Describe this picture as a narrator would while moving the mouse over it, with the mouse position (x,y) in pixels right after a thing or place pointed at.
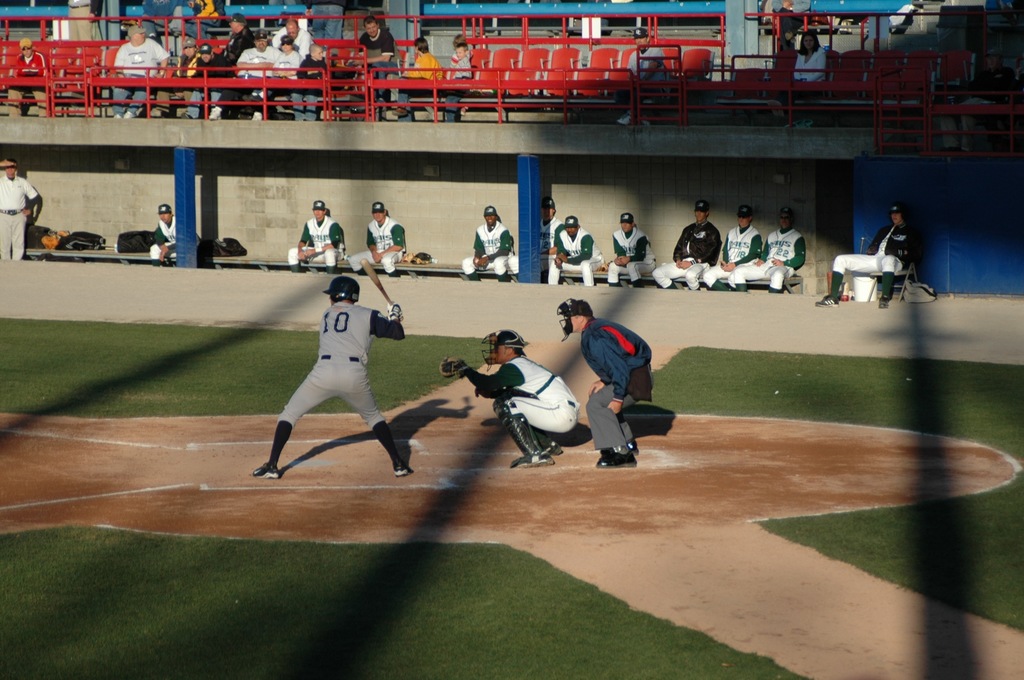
In this image, we can see few people (700,265). Few are sitting and standing. In the middle of the image (647,395), we can see three people (333,338) are on the ground (238,506). Here we can see grass (965,592), white lines (80,500). Background (57,208) we can see pillars (517,244), wall (495,191), rods (96,81), chairs (96,66), bags (48,234) and few objects (64,236).
